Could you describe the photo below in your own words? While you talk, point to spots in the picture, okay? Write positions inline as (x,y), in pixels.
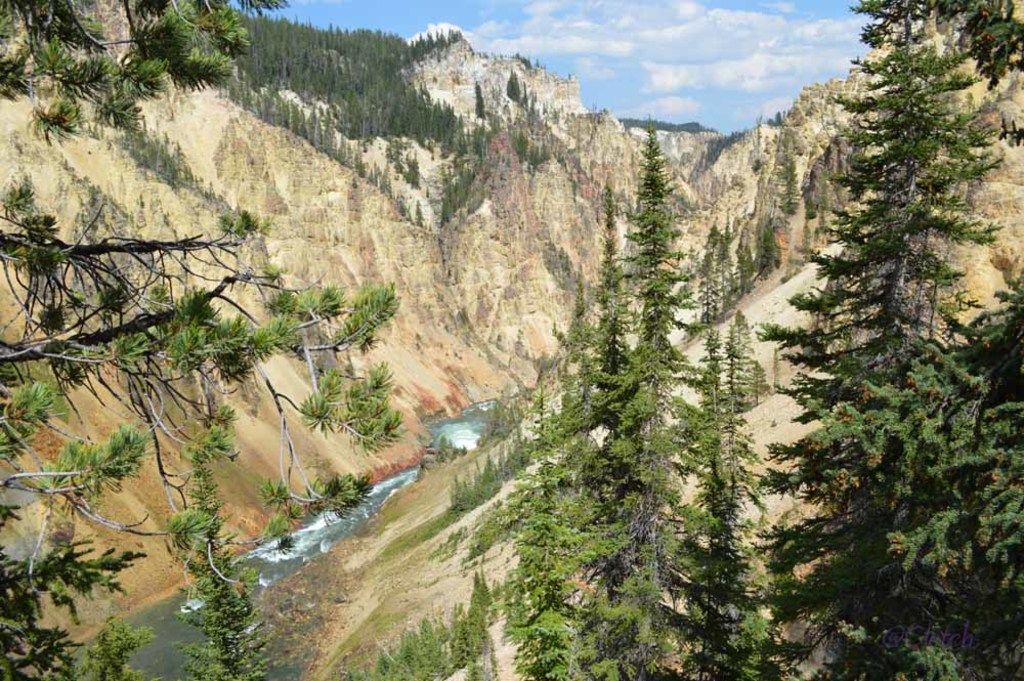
In this image we can see river (474,432). To the both sides of the river (175,633), mountains (743,314) are there. On mountain (633,181) trees (712,483) are present. At the top of the image (519,29) sky (625,42) is there with clouds (762,39).
